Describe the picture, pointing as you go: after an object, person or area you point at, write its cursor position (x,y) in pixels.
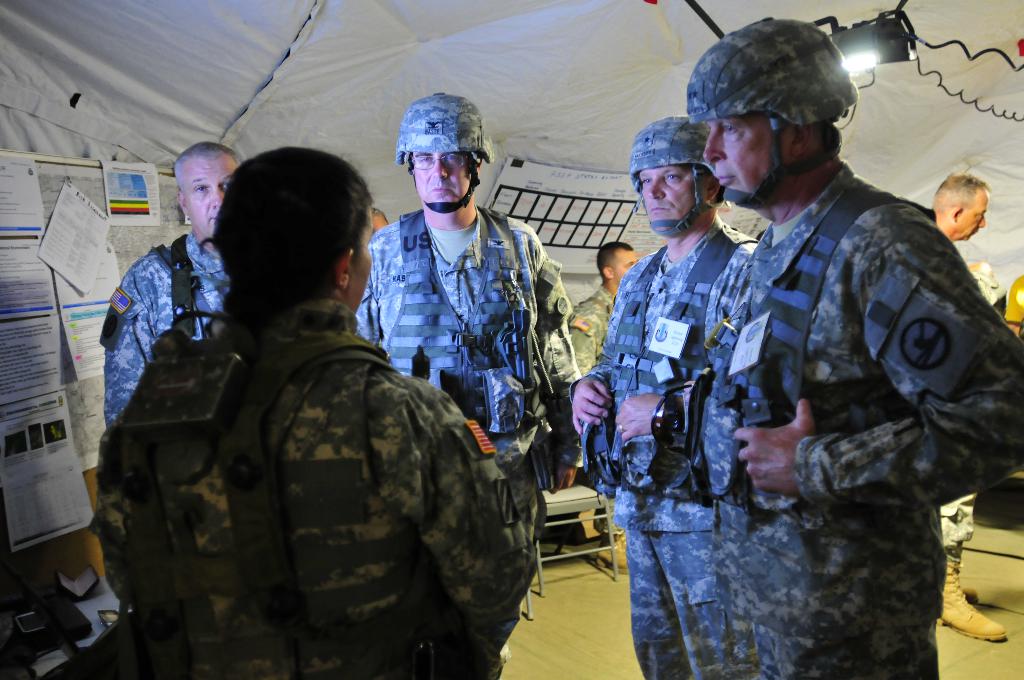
In this picture, we see people (628,310) in uniform (372,402) are standing under the white color tent (504,158). Behind them, we see a chair (549,504). On the left side (80,268), we see a board (117,237) on which many posters (107,280) are pasted. In the right top of the picture (867,56), we see a light (883,47).
